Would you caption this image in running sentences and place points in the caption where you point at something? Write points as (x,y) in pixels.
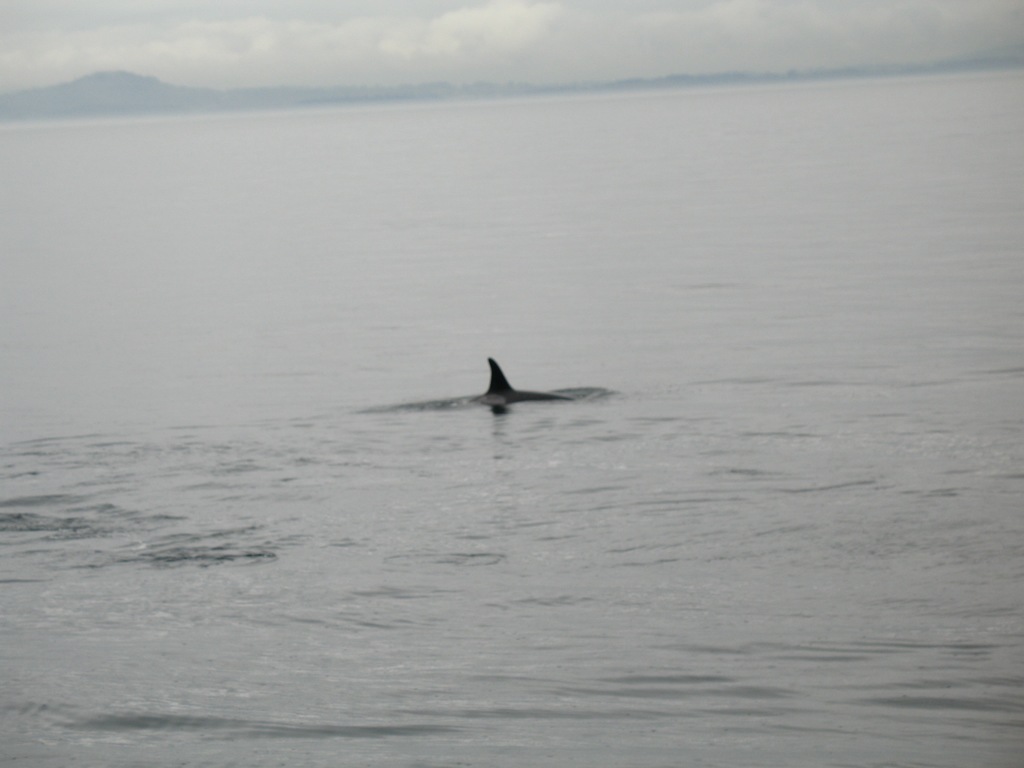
Here in this picture we can see a whale (512,399) present in the water (517,334), as we can see water (807,277) present all over there and in the far we can see mountains (102,83) present and we can see clouds (301,59) in the sky (299,11).
